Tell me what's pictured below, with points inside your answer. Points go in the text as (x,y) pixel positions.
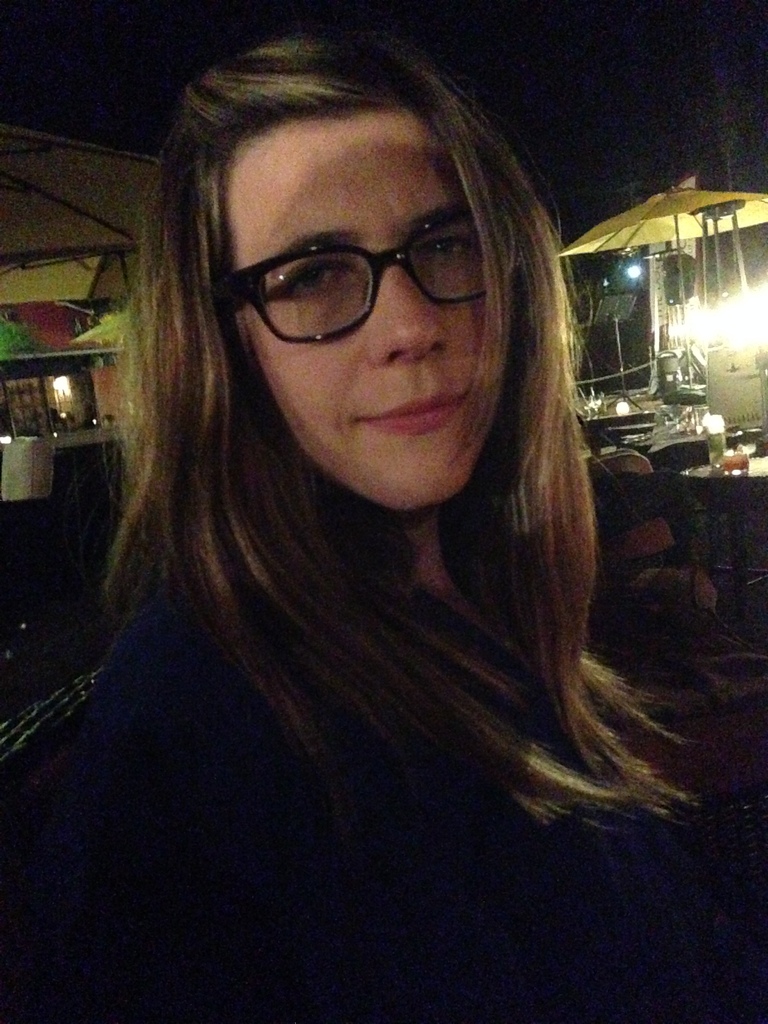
In the center of the image (335,451) there is a woman (304,885). In the background (58,322) there is a shack (671,229), chairs (658,375), table (659,419) and building (50,333).
